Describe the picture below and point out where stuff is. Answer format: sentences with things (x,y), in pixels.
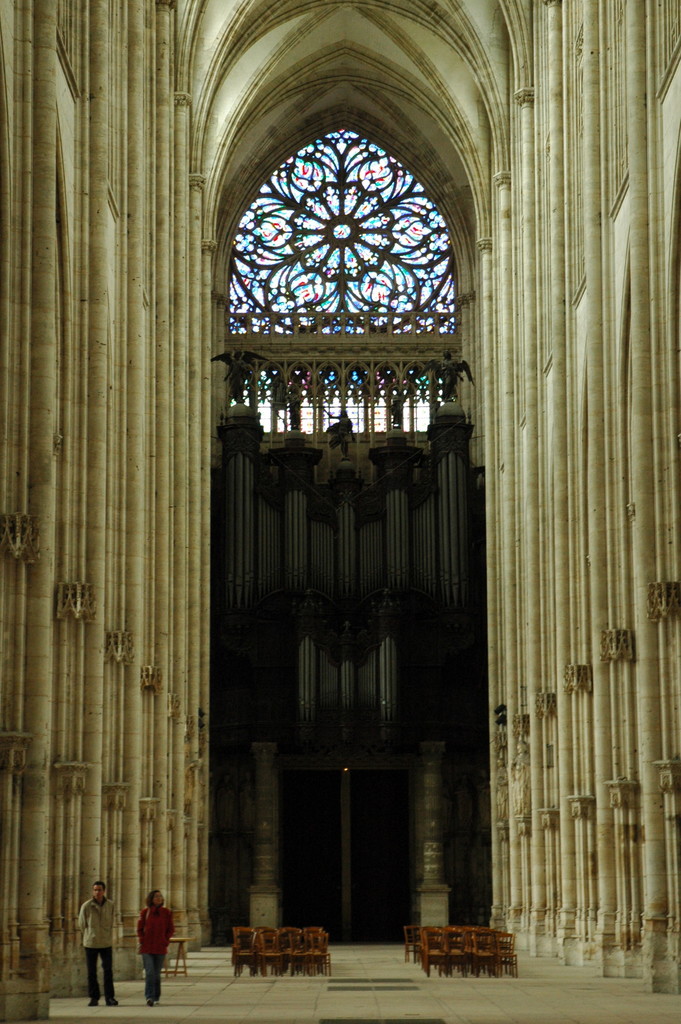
This image is taken from inside. In this image there are two people (155,928) standing on the floor (240,1018), there are a few chairs (324,946) arranged. In the background (334,389) there are pillars (196,542) and windows (334,413).
